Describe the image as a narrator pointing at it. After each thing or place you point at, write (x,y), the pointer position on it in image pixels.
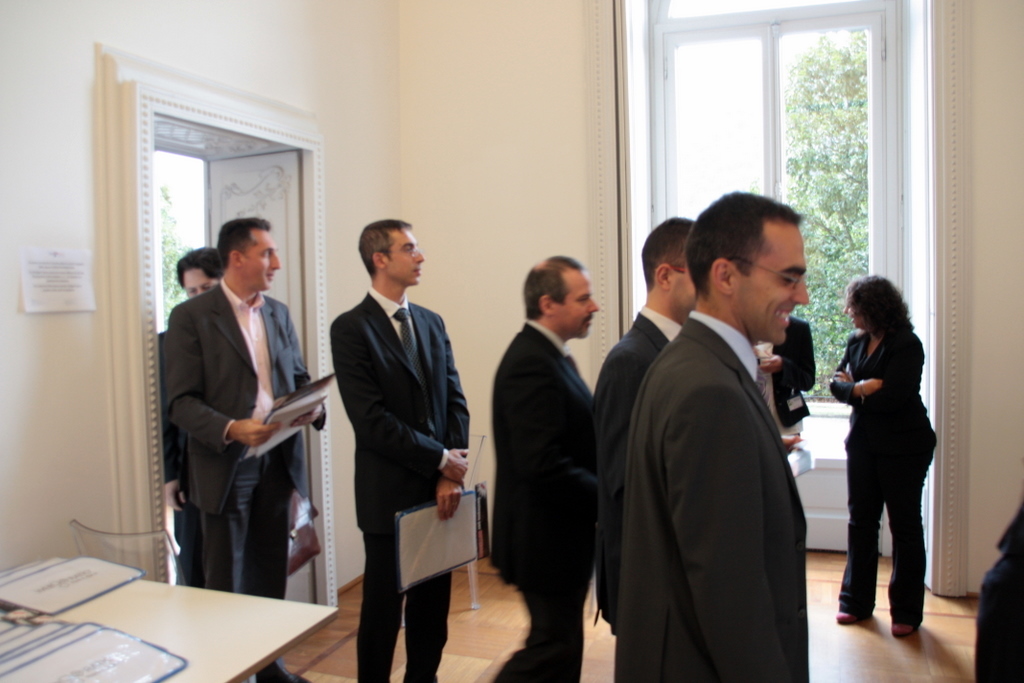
In this image there are few people (384,497) in which some of them are holding some files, there are a few files (151,657) on the desk (175,631), a poster (79,293) attached to the wall (333,537) and a window (746,189), outside the window (776,143) there is a tree (796,160).
